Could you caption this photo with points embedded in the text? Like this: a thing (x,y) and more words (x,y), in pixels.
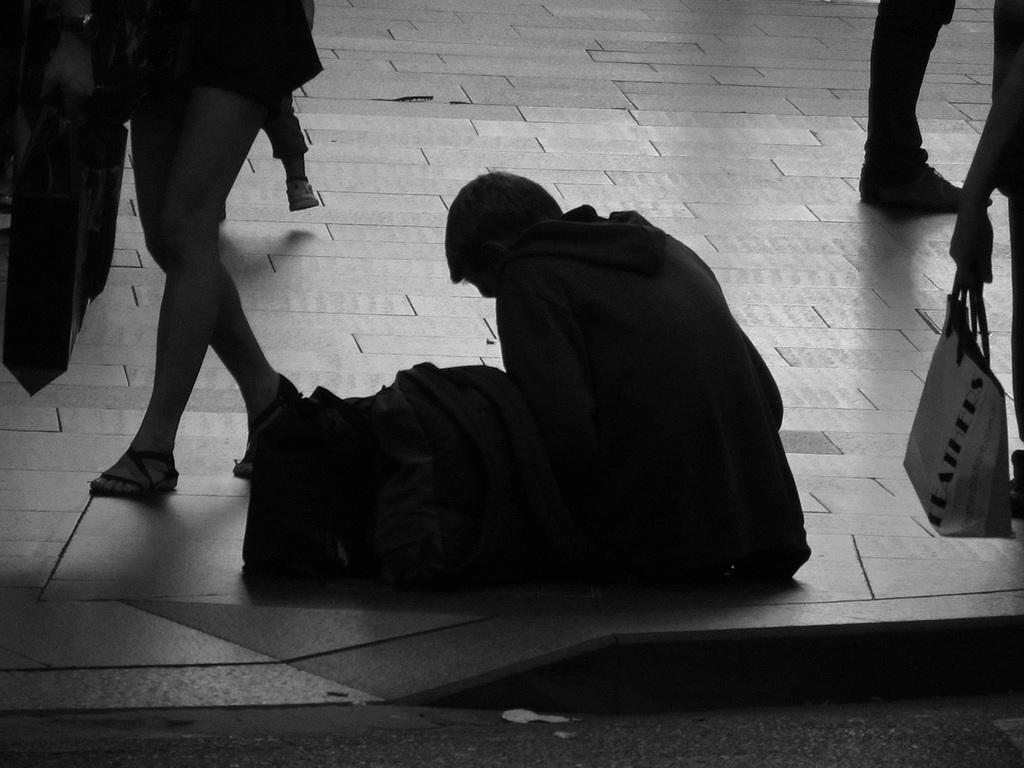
In this picture few people (202,289) walking holding bags (42,243) in their hands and I can see a human (602,441) seated and I can see couple of bags (424,504) on the floor (260,577).
